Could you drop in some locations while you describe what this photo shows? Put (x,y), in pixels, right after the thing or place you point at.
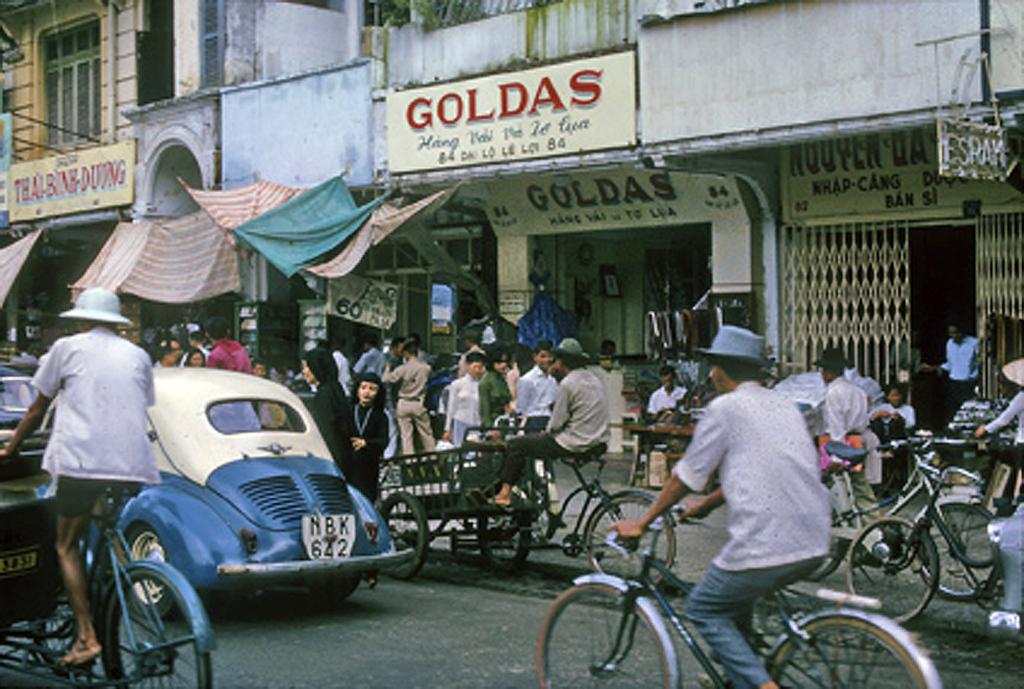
This picture describes about group of people (249,361), few are riding bicycles (594,546) on the road (432,598) and few are walking on the path way (557,469), and we can see couple of buildings (690,120) and hoardings (511,142).
